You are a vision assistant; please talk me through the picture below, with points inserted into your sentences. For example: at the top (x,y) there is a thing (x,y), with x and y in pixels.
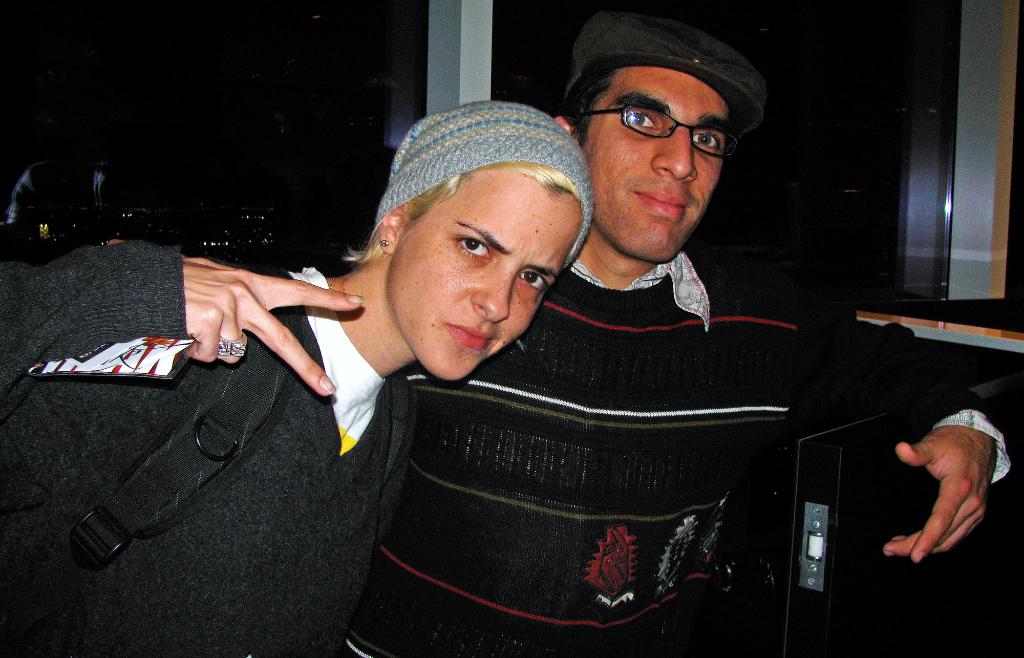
In this image, we can see two persons (667,405) in front of the glass window (788,124). There is an object (880,476) in the bottom right of the image (879,580).
